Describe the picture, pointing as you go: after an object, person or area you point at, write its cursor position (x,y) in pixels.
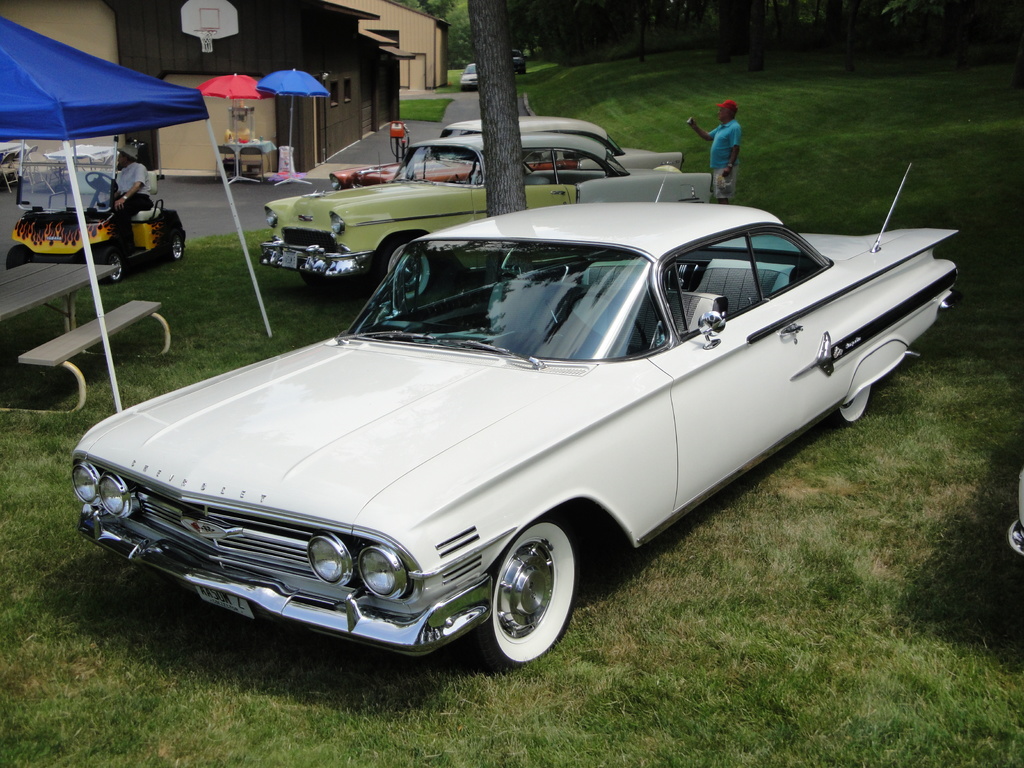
In this picture we can see the grass (398,678), cars (411,412), tent (99,304), bench (121,315), vehicle (134,218) with a person (140,179) sitting on it and a man (722,146) standing. In the background (311,145) we can see buildings (311,59), basketball hoop (190,4), umbrellas (294,73), trees (496,41) and some objects (256,156).
